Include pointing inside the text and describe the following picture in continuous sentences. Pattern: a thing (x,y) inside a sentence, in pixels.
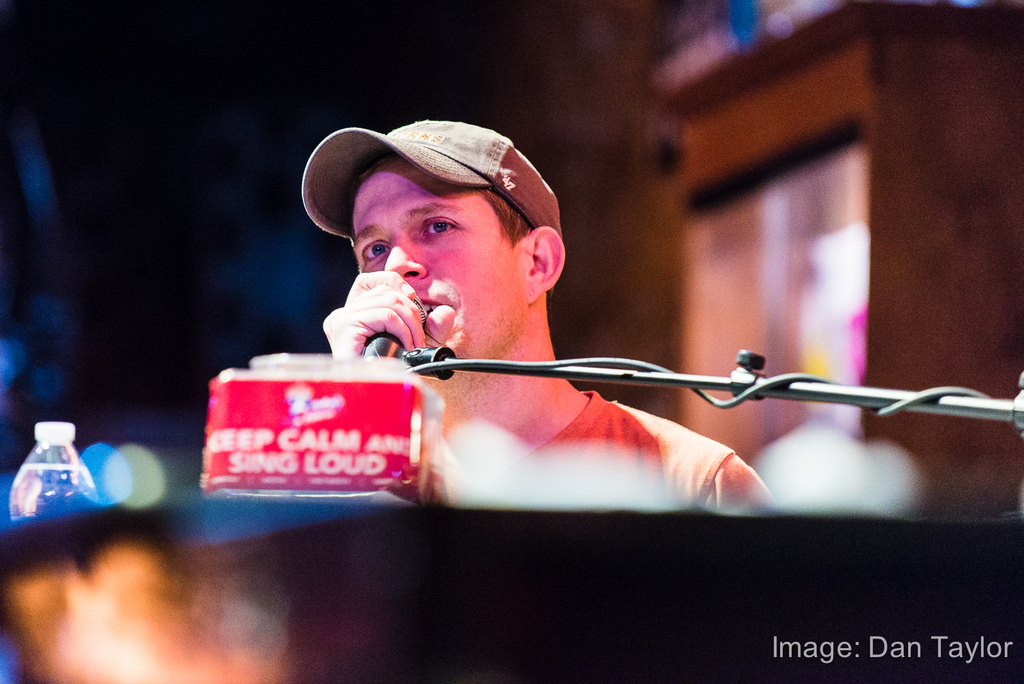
In this image i can see a man (497,249) wearing a hat (532,190) and holding a microphone (394,337).
